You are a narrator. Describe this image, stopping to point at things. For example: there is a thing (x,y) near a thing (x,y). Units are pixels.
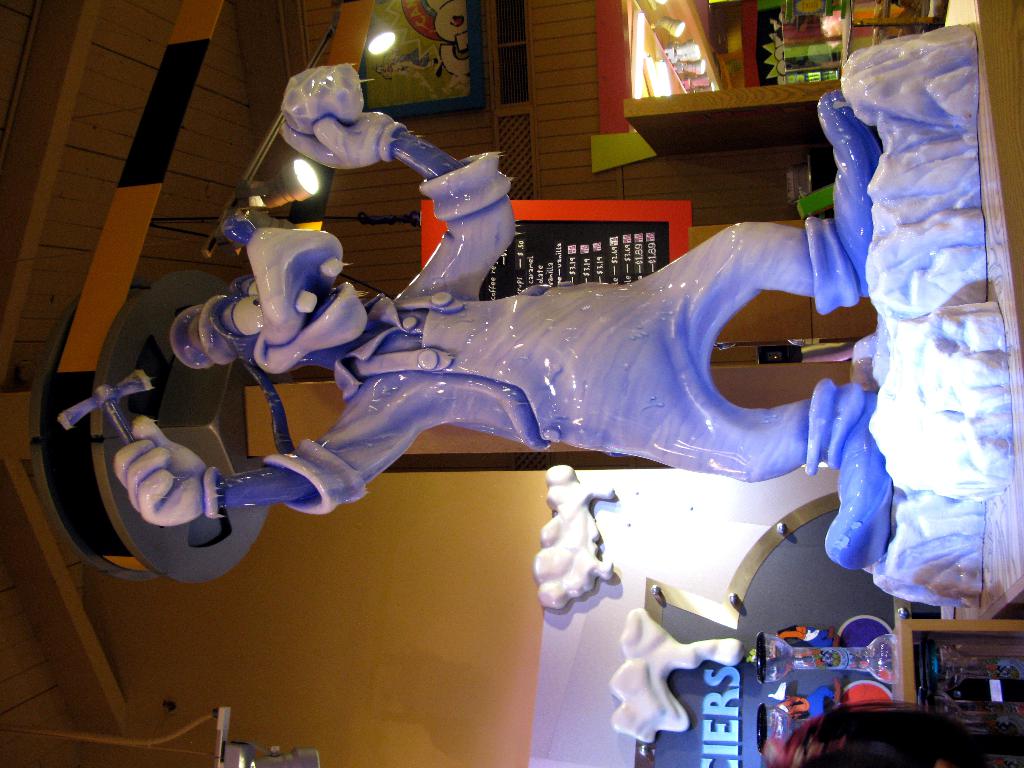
In this picture we can see a sculpture (506,349). Behind the sculpture (502,361) there are boards (738,703). At the bottom of the image (803,675), there are some objects (828,654). At the top of the image (326,199) there are lights (382,43) and there is a photo frame (463,68) attached to a wall (526,91).
